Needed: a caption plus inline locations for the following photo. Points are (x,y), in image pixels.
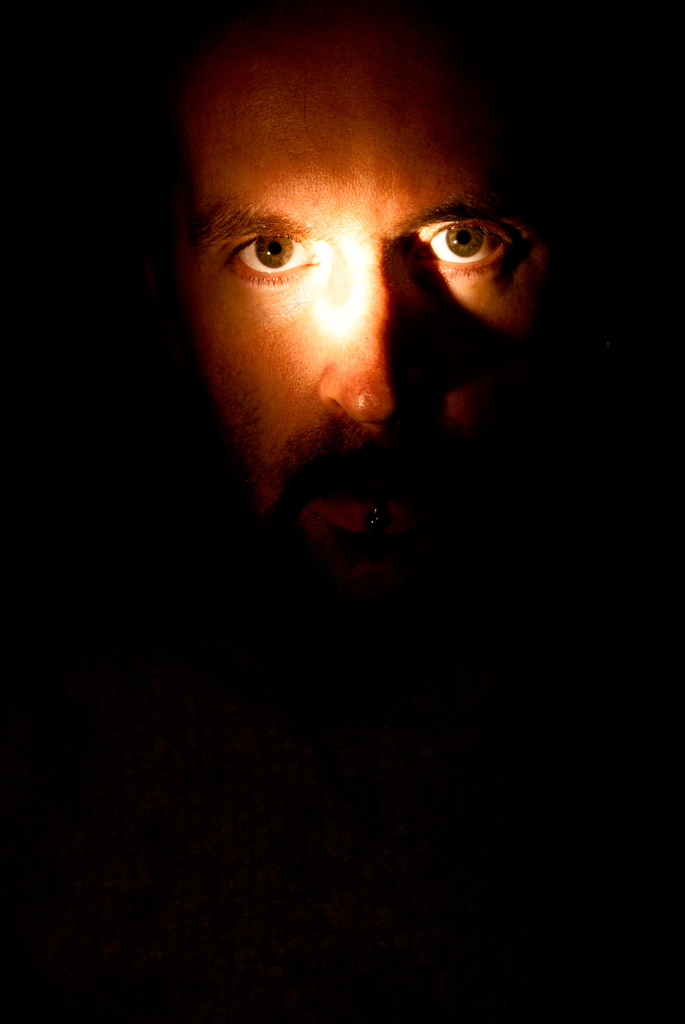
In this image we can see a person's face (423,559) and the background (18,292) is dark in color.
